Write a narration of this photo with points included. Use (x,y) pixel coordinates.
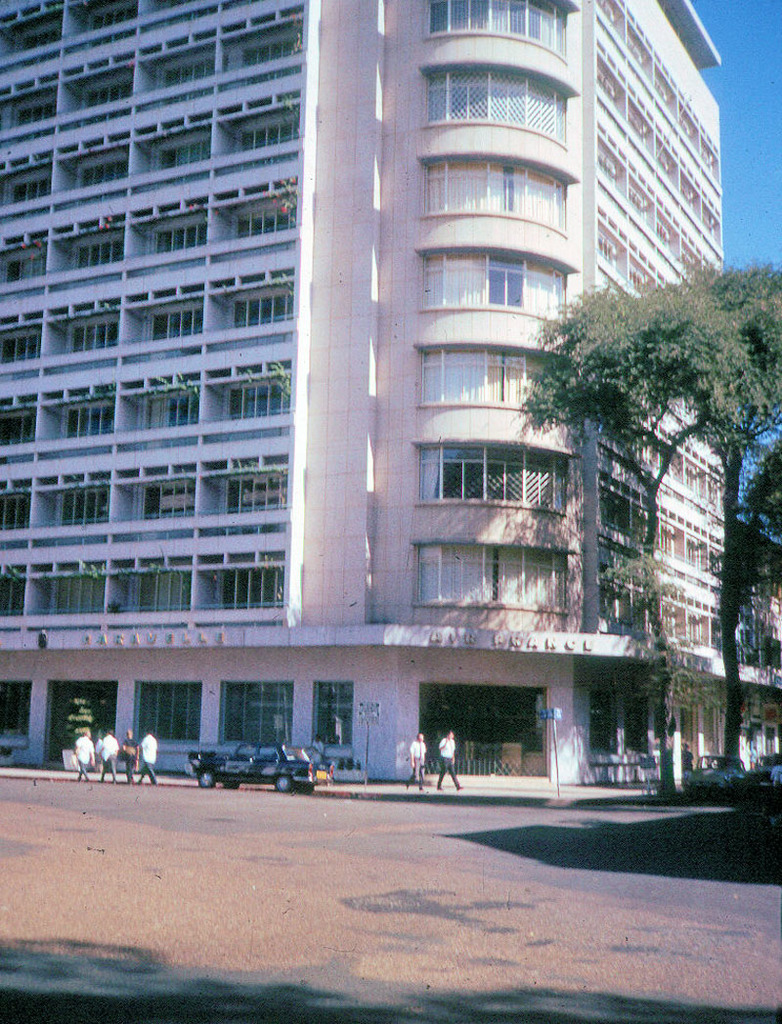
In this image I can see a building (400,472), number of windows (464,103), few trees (721,377), the sky (736,55), shadows (99,1002), a vehicle (215,783) and here I can see few people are standing.
